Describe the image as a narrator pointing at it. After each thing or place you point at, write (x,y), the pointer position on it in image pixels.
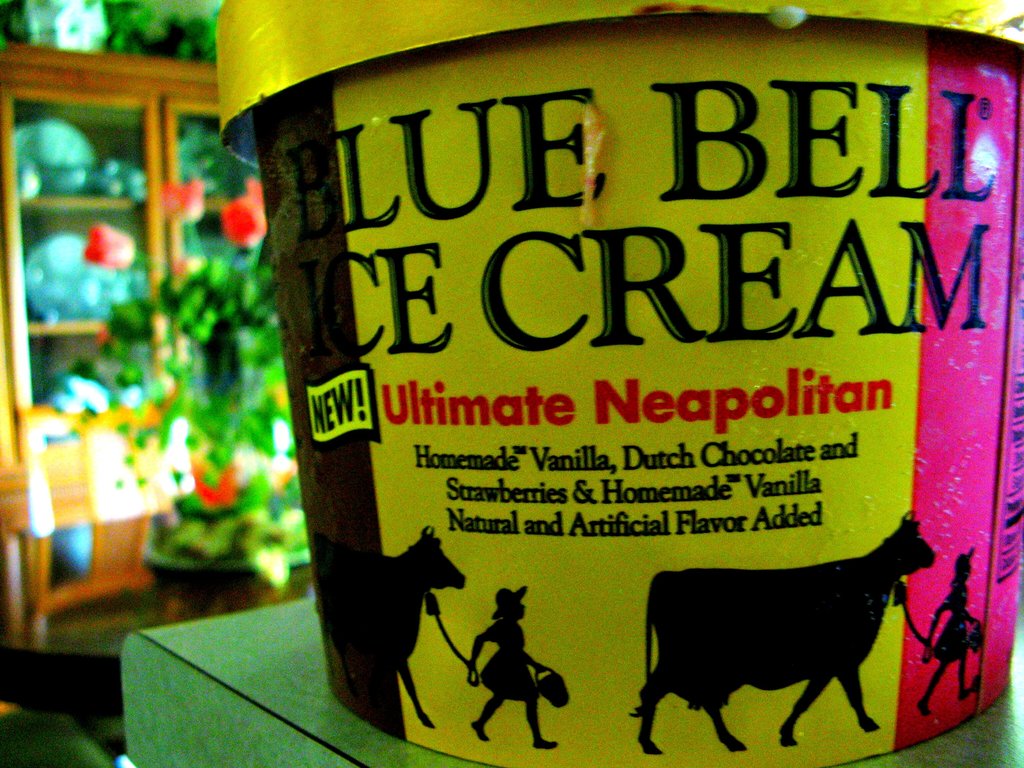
In this image in the foreground (706,232) there is one bucket (622,548), and in the background (139,383) there are some flower pots (225,356), baskets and one cupboard (78,215). In that cupboard (82,237) there are some plates (74,149).
